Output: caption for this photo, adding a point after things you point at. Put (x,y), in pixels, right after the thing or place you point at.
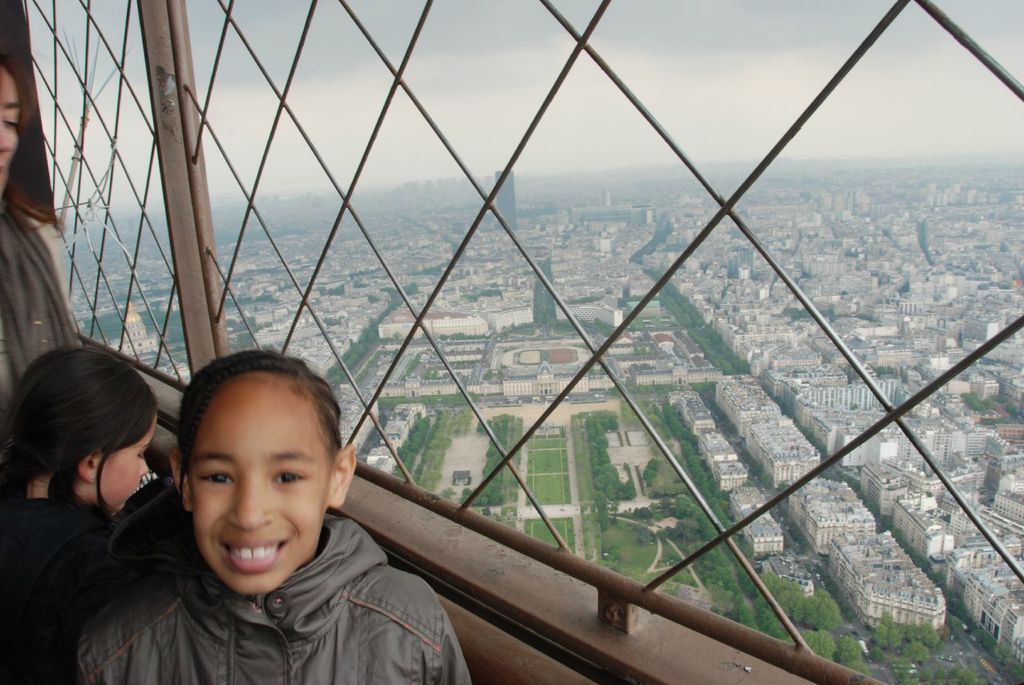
In this image I can see few people (37,312). I can see few buildings (554,379), trees (690,471), sky (575,9) and few vehicles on the road (972,663).
